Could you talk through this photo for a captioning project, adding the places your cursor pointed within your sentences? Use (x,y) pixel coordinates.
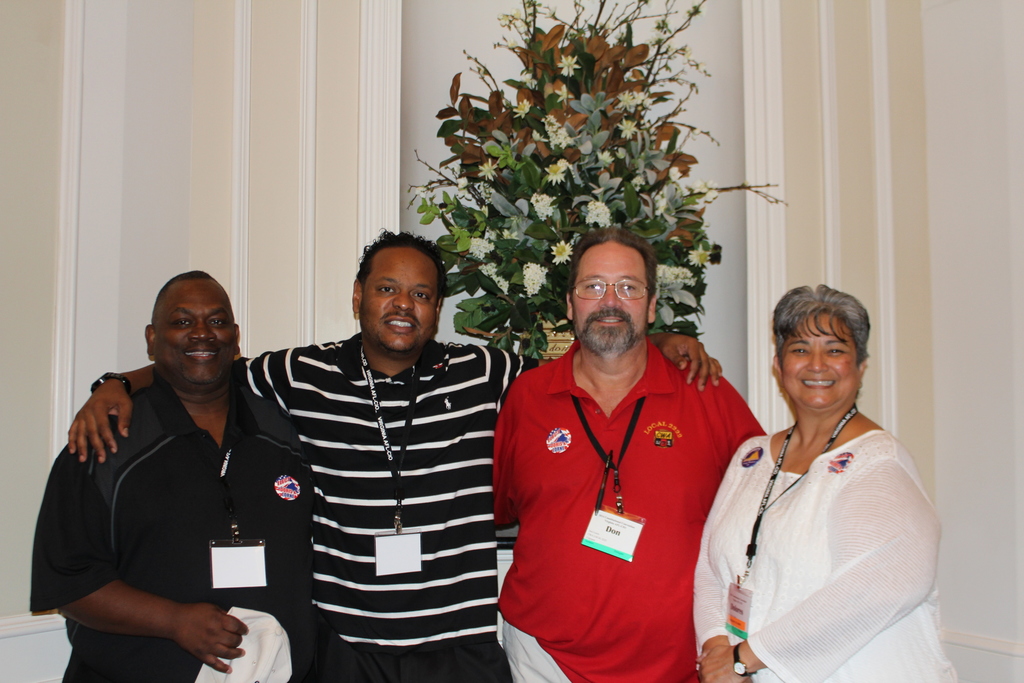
There is a group of persons (719,393) smiling and standing on the floor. In the background (653,74), there is a pot plant (521,246), which is having flowers (636,98), near white wall (891,134).
